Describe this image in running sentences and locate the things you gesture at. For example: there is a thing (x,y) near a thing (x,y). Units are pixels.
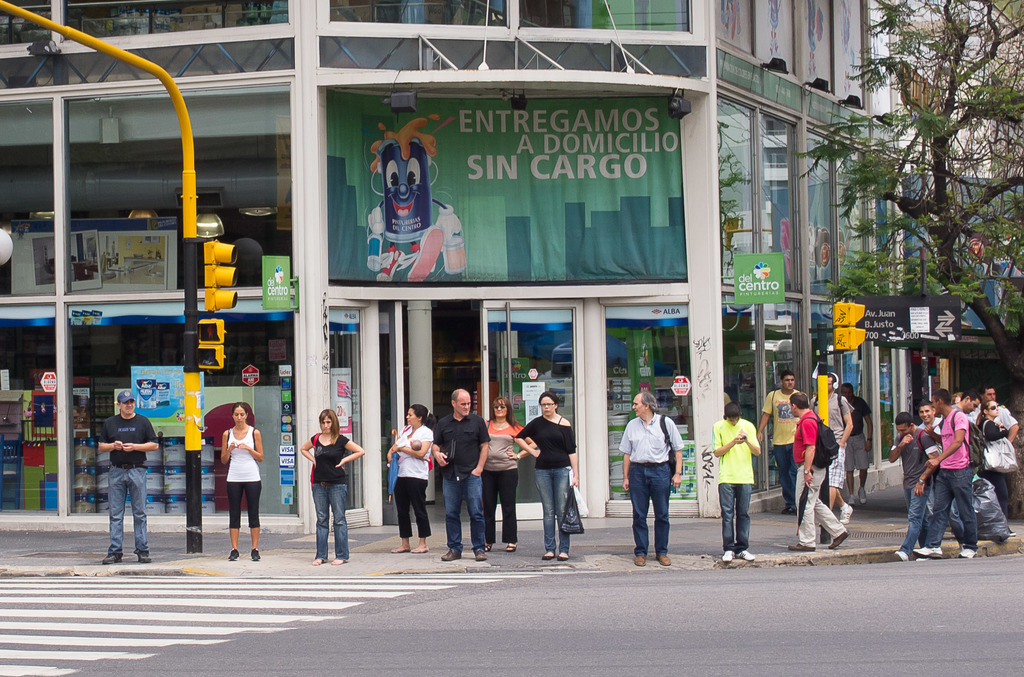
In this image at front (303,618) there is a road (266,602). Beside the road (190,585) there is a traffic signal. At the back side (447,285) there is a building (823,33). In front of the building (522,401) people (407,483) are standing on the pavement (628,528). At the right side of the image (918,265) there is a tree (959,57).
